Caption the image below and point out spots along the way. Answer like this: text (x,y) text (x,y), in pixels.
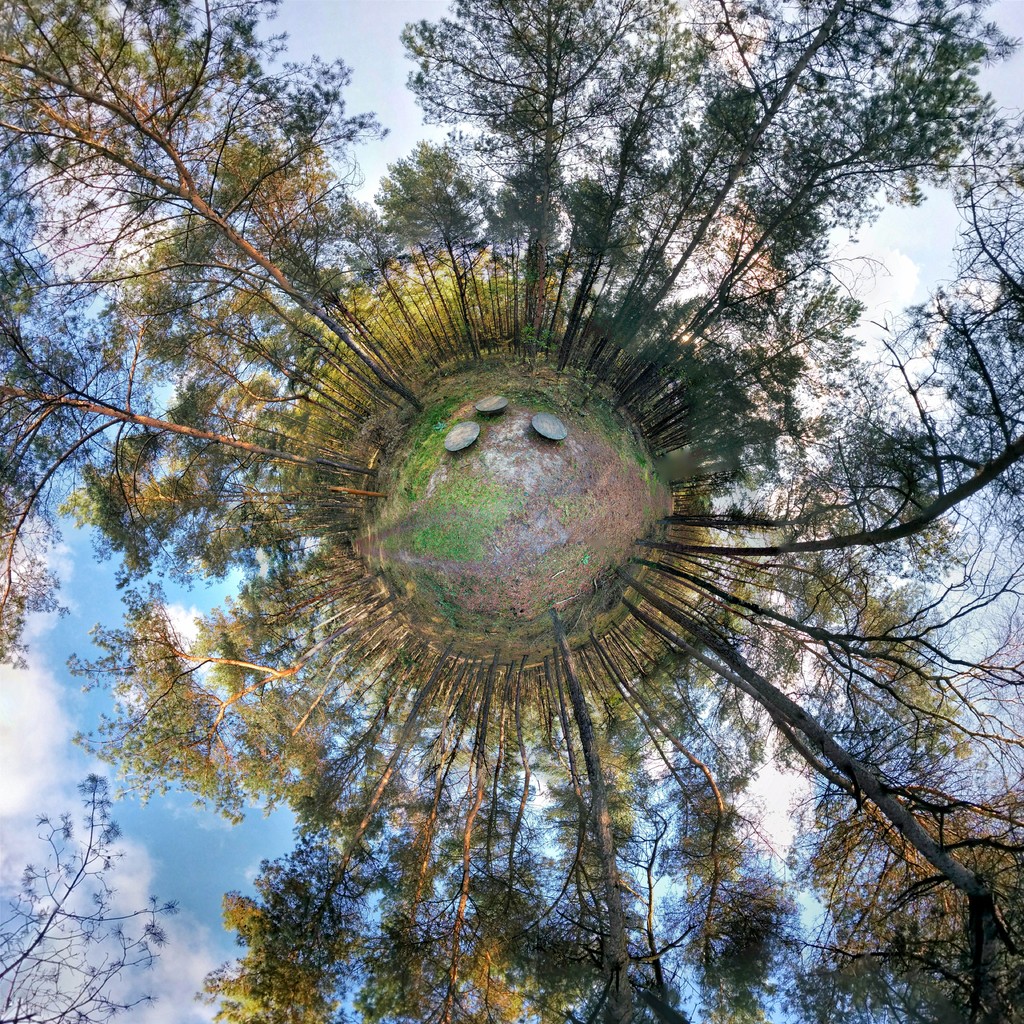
This is a edited image as we can see there are some trees (393,663) and the sky (372,107) is in the background (366,90). There are three objects (541,428) as we can see in the middle of this image (494,437).
